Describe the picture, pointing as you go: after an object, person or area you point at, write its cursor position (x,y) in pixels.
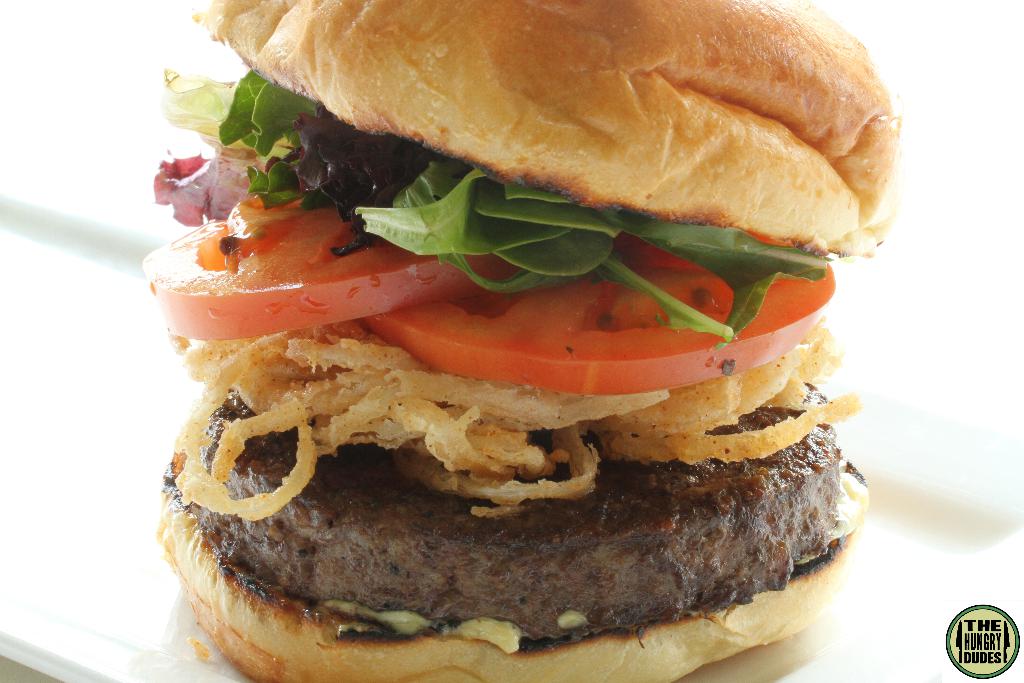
There is a burger (514,518) which has tomato slices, onion rings (675,407), meat (675,490) and other ingredients (407,26). The background (136,36) is white.
